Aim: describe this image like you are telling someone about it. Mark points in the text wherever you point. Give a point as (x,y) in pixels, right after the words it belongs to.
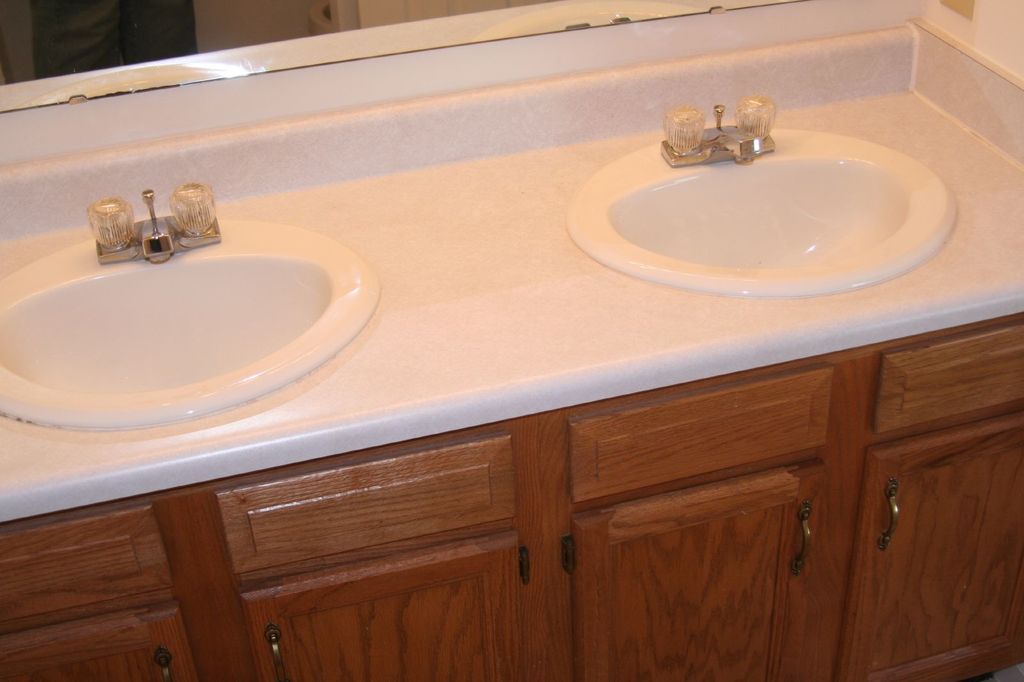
In this picture we can observe two white color sinks (217,301). There brown color cupboards (391,564). We can observe mirror (212,61) in the background (221,35). There are two taps (688,134).
